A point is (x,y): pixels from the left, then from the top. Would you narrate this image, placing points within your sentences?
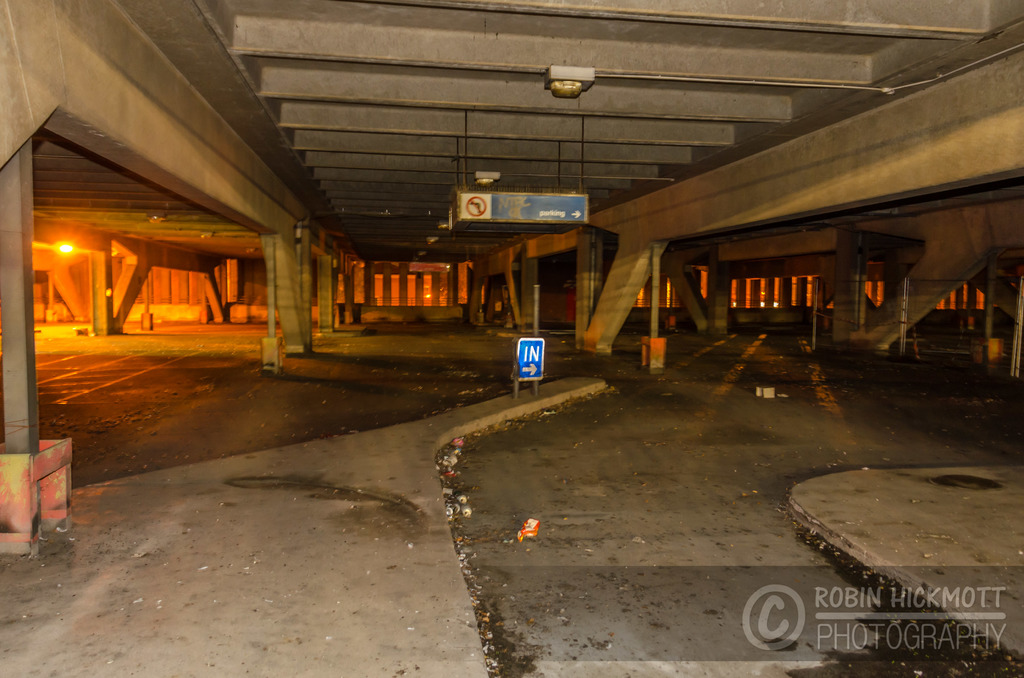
In this image in the center (621,274) there are some pillar (925,274) and boards (480,209) on the boards (572,210) there is some text (556,212), at the bottom (552,594) there is a road (168,428). And at the top of the image (313,97) there is ceiling (337,71) and some pillars (363,129), and also we could see some lights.
